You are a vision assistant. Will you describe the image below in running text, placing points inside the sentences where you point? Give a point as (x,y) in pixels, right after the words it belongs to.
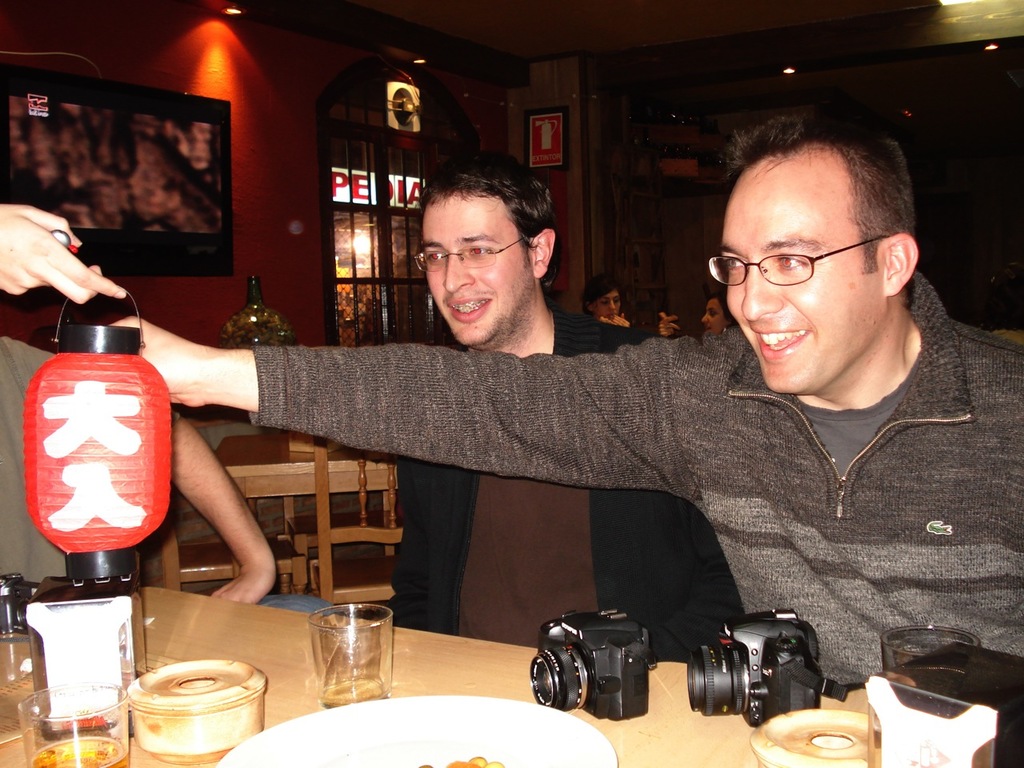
In this picture we have two persons (592,389) smiling. Sitting in front of a table (676,732) which has two cameras (592,675) in front of them.
